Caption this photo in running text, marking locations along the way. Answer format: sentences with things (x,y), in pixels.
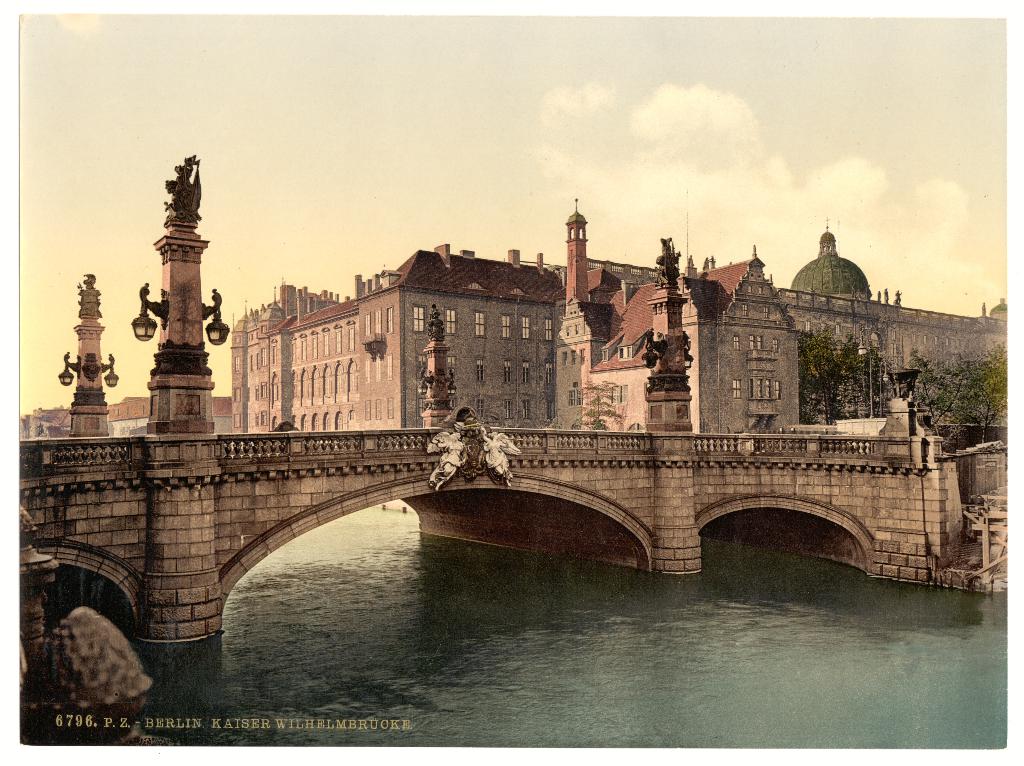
In this image there is a bridge (894,513), water (580,605), sculptures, buildings (532,425), lights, trees (988,381), sky (325,174) and a watermark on the image.
